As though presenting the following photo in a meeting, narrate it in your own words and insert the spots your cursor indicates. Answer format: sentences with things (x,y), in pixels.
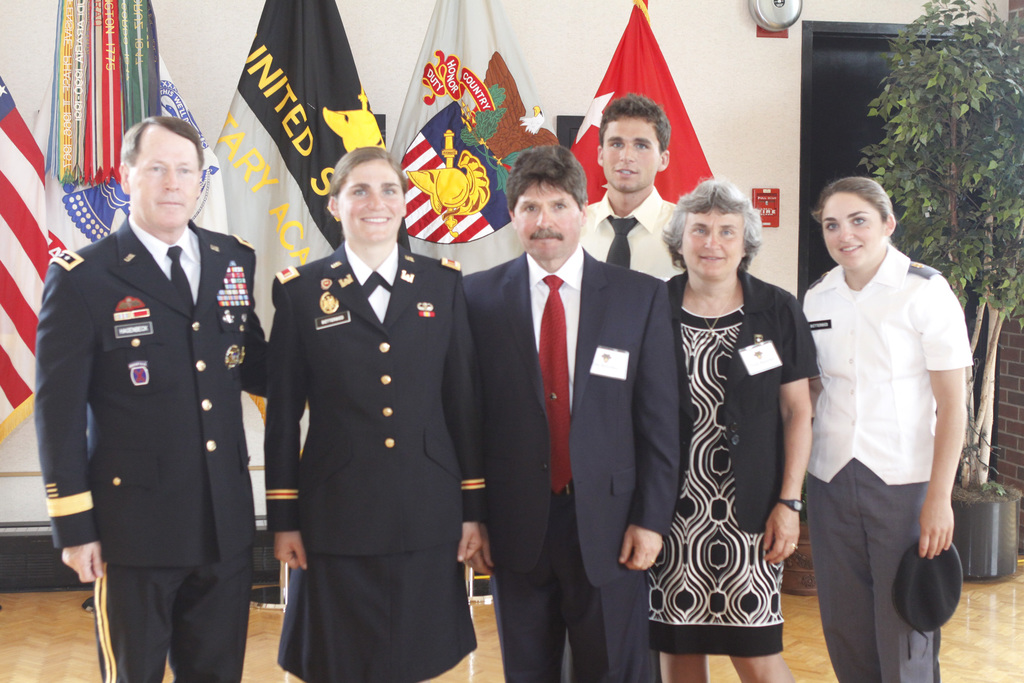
In this image there are people (708,297) standing. In the background (492,65) there are flags (464,157) and we can see a wall (724,124). On the right (1008,145) there is a houseplant (968,107) and we can see a door (835,92).
